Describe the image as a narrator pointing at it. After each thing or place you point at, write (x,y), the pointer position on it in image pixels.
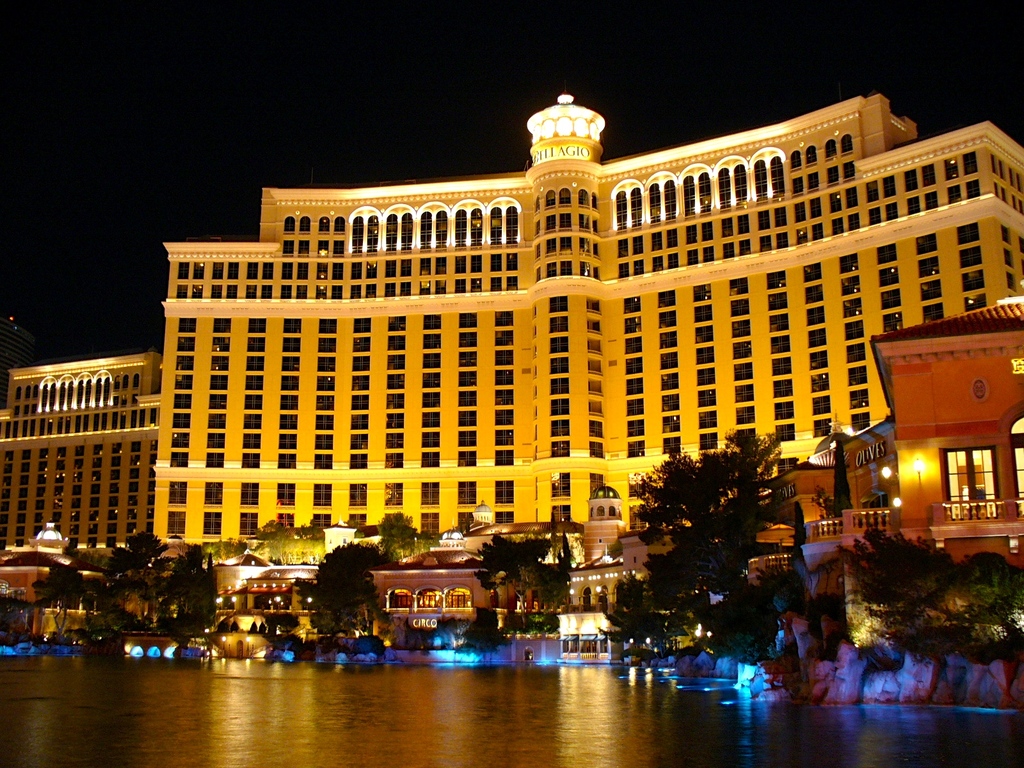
In this image there are buildings (134,506). There are boards (434,620) with text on the walls (452,507) of the building (295,579). In front of the buildings (235,590) there are tree (827,597). At the top (501,79) there is the sky (572,68). At the bottom (520,709) there is the water (581,700).
